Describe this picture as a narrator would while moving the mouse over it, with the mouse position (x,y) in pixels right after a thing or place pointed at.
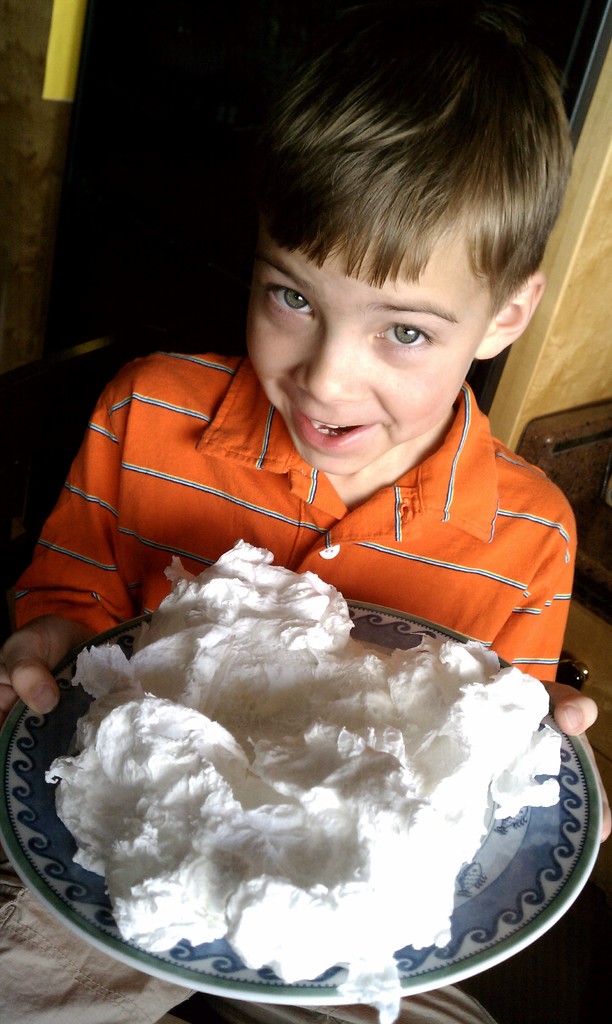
In this picture we can see a boy (233,1021) holding a plate (462,928) with his hand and smiling and on this plate (1,826) we can see white cream (191,815) and in the background (114,310) we can see some objects (549,396) and it is dark.
